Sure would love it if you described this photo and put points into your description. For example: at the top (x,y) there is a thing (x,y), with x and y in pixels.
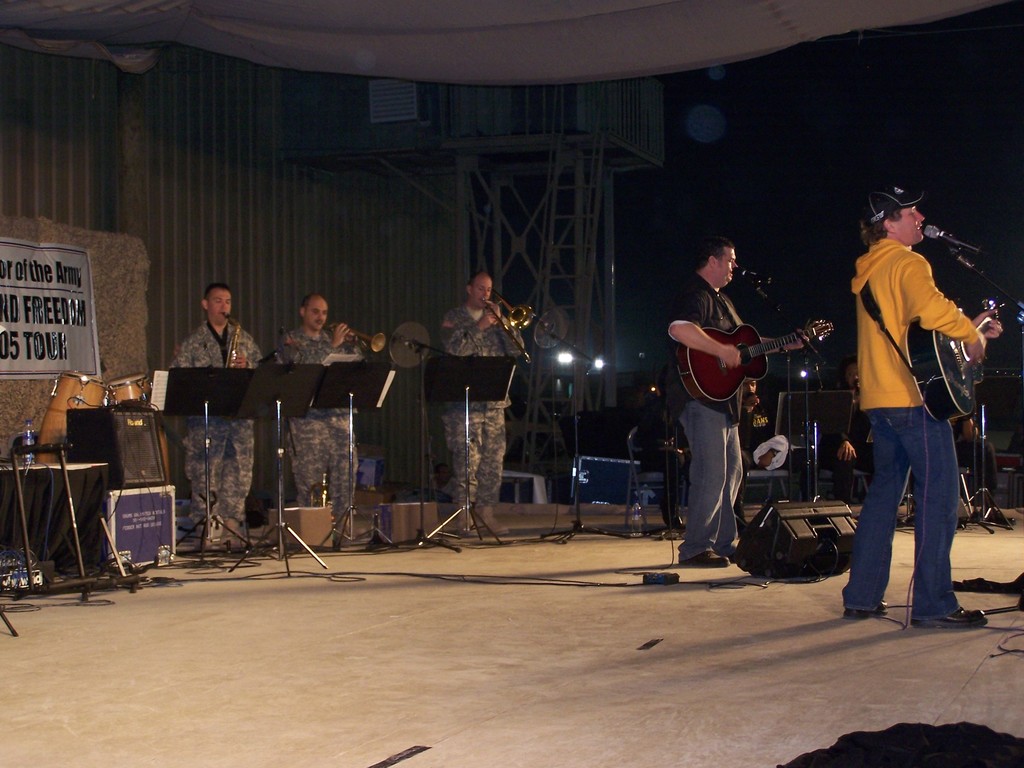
In this picture three army officers (466,349) are playing musical instruments (363,341) and to the right side of the image (881,381) there are people (900,380) playing guitar (940,356) and singing through a mic (752,281) placed in front of them. This picture is clicked in a concert.
